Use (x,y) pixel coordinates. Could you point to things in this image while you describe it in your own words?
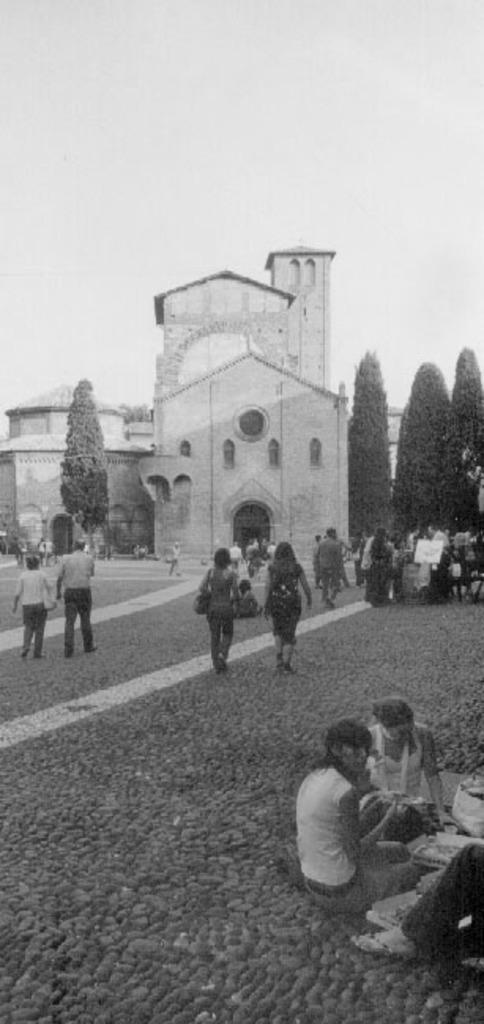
In this image I can see group of people (466,891), some are walking and some are sitting. Background (456,521) I can see few trees (79,480), buildings (291,337) and sky (227,215) and the image is in black and white.
